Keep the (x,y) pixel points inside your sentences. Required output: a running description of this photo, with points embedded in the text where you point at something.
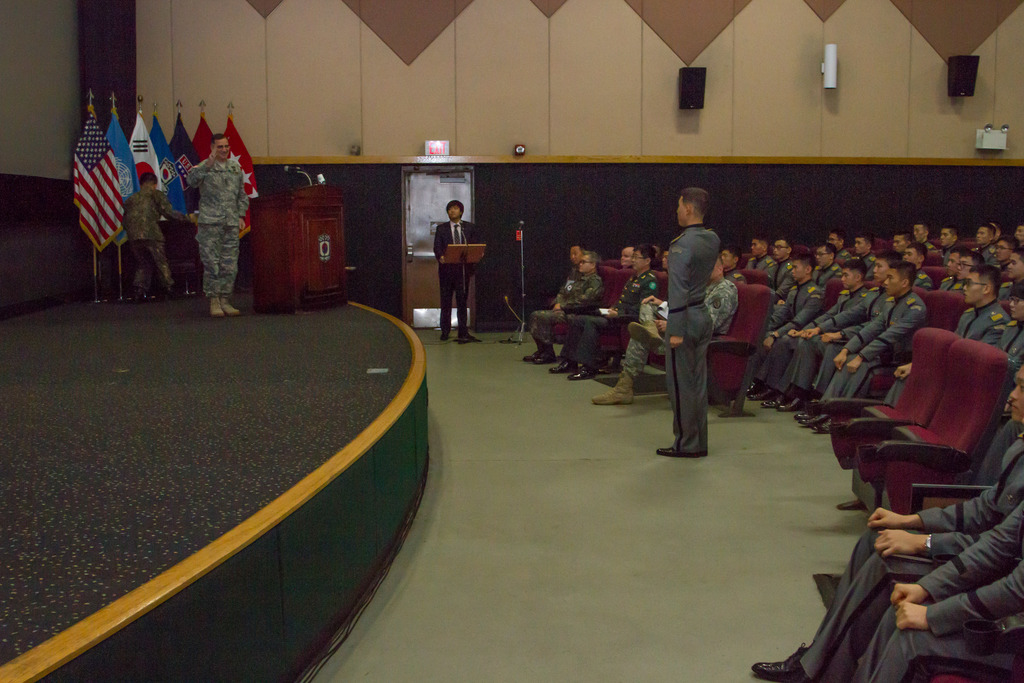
In this picture we can see some people (882,326) are sitting on chairs (728,371) and four persons (687,294) are standing, on the left side (285,263) there are flags (182,169), a podium (288,214) and a microphone (308,179), we can see speakers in the background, on the left side (22,60) we can see a screen (29,75).
